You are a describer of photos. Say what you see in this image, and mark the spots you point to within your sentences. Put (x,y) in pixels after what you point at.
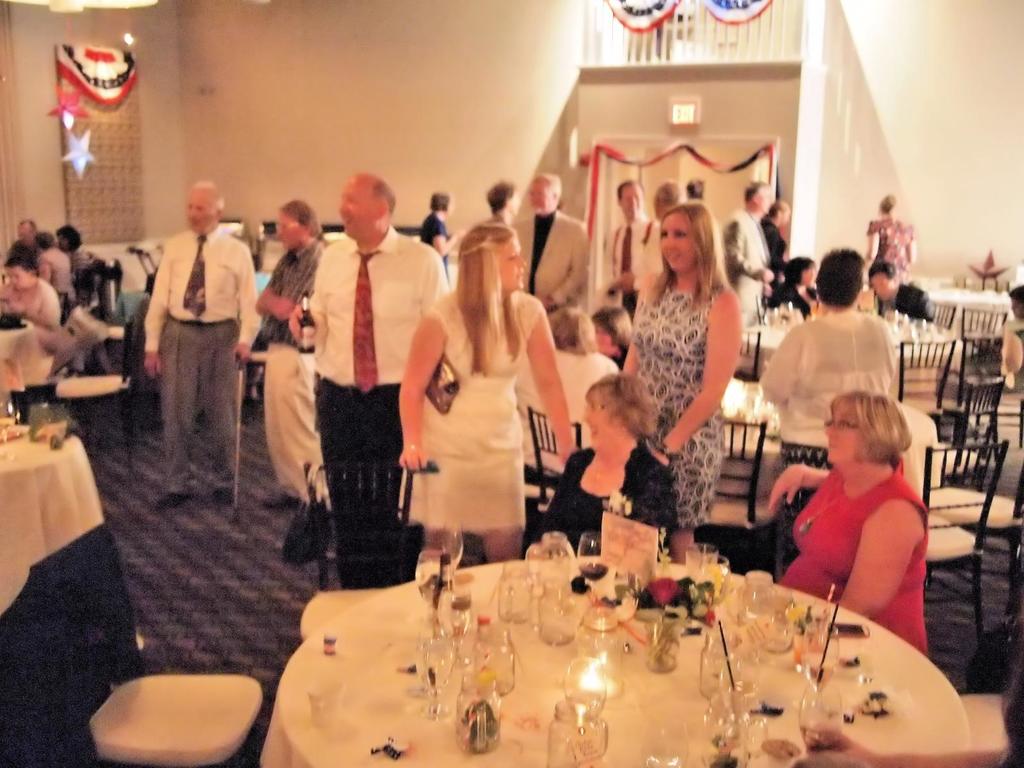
In this image there are a few people (10,276) sitting on the chairs (963,405) and few other people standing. In front of them there are tables (294,745). On top of it there are glasses (498,691), straws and a few other objects (477,724). In the background of the image (450,169) there is a wall (370,131). On the left side of the image (123,90) there are decorative items (89,73) on the wall (54,135). In the center of the image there are decorative items (729,15) on the metal rods (682,36). At the bottom of the image (191,570) there is a mat (221,579) on the floor (222,566).
